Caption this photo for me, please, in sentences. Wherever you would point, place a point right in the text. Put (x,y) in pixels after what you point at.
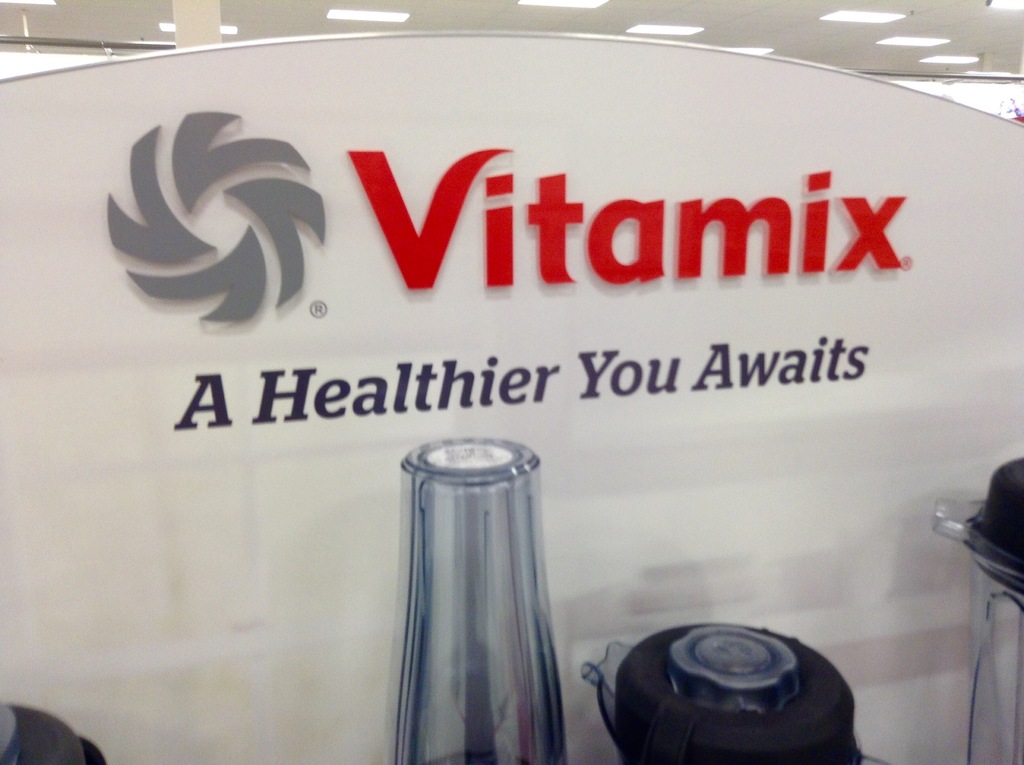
In this image we can see group of containers (743,732) placed in front of a board (254,85) on which Vitamix is written on it. In the background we can see group of lights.
